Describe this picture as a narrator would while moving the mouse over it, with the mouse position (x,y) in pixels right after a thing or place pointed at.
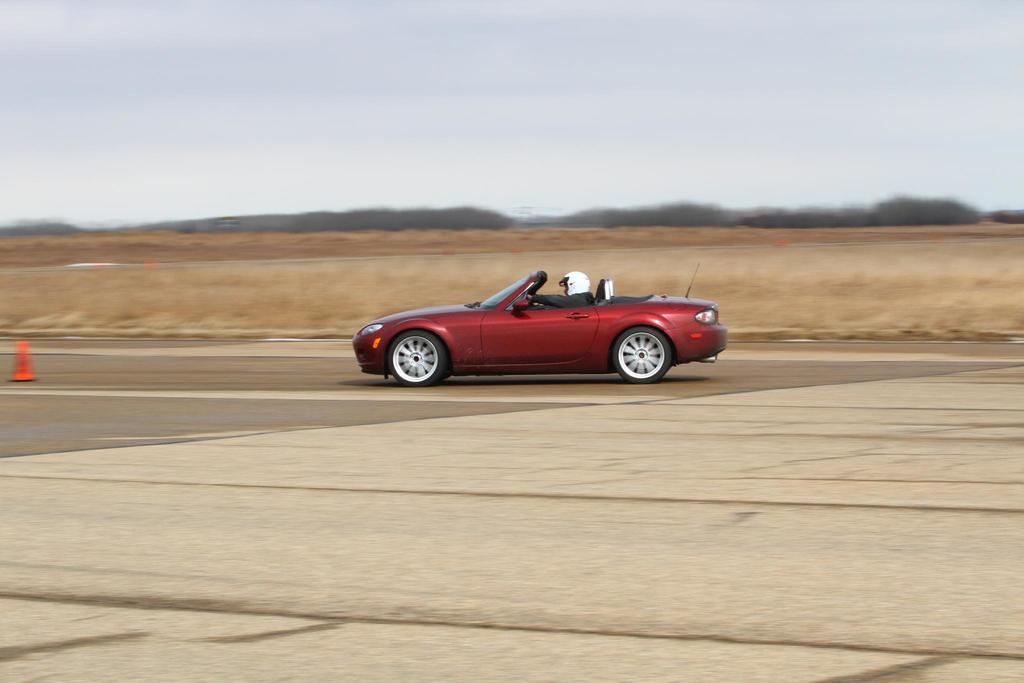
In this picture there is a person (568,290) riding a car (567,373) on the road (182,390) and we can see traffic cone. In the background of the image (946,246) it is blurry and we can see grass (760,296), trees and sky (520,134).
